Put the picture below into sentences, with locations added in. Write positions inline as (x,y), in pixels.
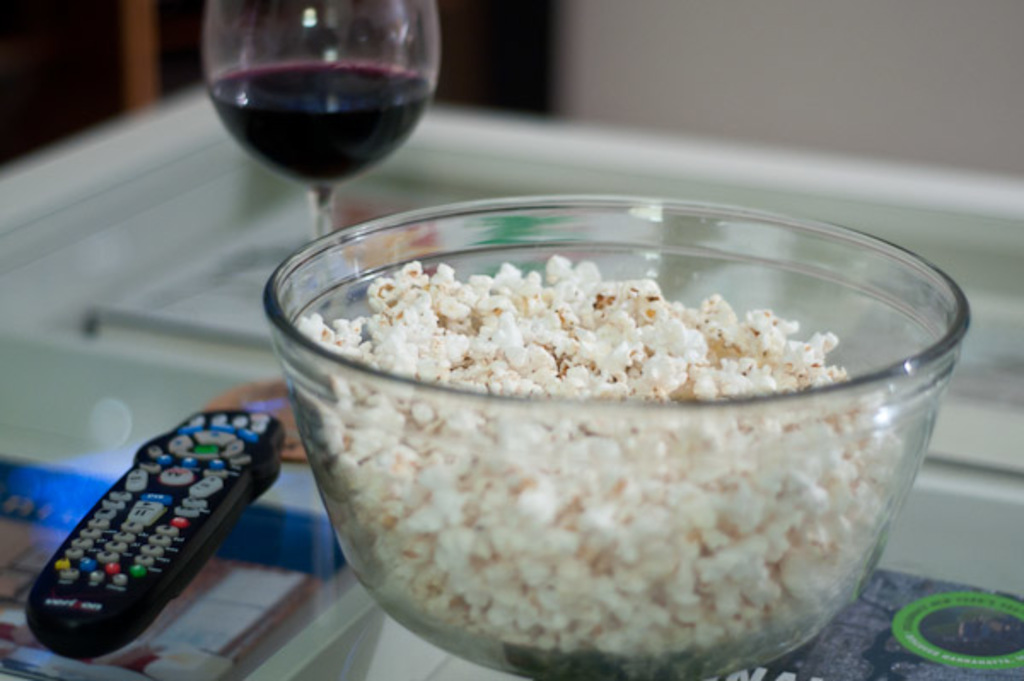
In this image there is a table (1005,274), on that table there is a remote (184,500), glass (334,108) and a bowl (596,424) in that bowl (897,394) there is popcorn (577,487), in the background (485,29) it is blurred.
